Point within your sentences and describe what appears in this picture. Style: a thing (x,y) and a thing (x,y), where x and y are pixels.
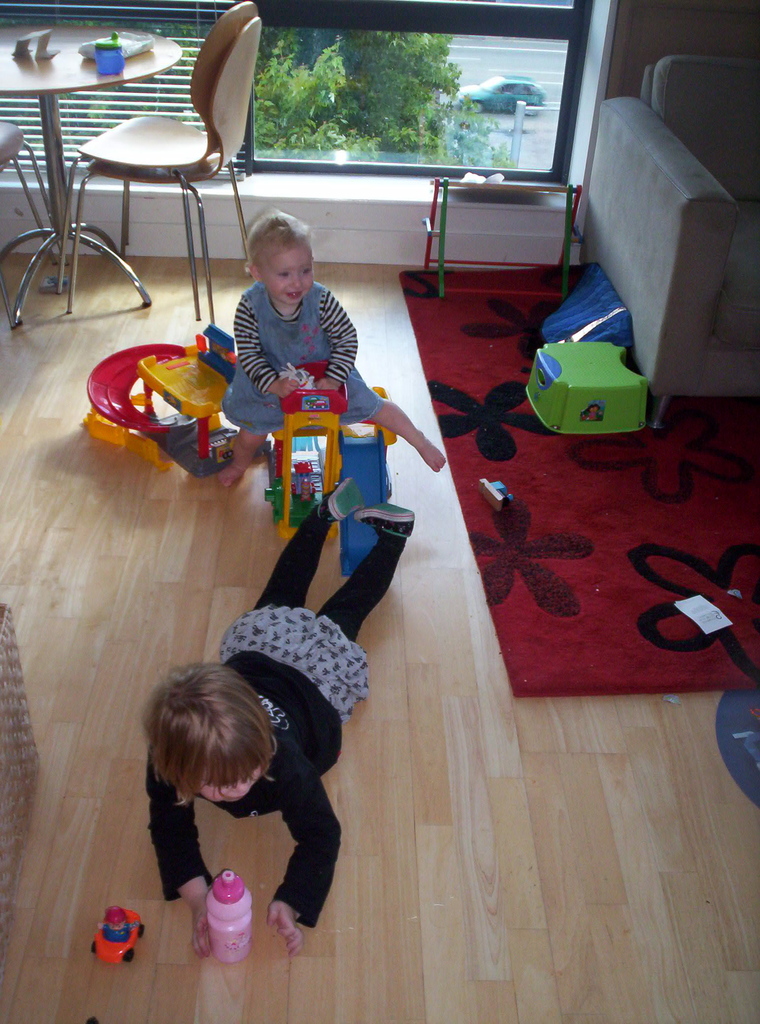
there are two children (249,628) in this picture, playing with toys (210,439) on the floor (414,612). There is a carpet (620,515) and a sofa (650,282) in the right side (643,249). We can observe a table (52,121) and chairs (118,126) in the top left corner of the image (119,157). In the background (359,96) there are some trees (421,91) and car (497,89) parked on the road (476,75).
